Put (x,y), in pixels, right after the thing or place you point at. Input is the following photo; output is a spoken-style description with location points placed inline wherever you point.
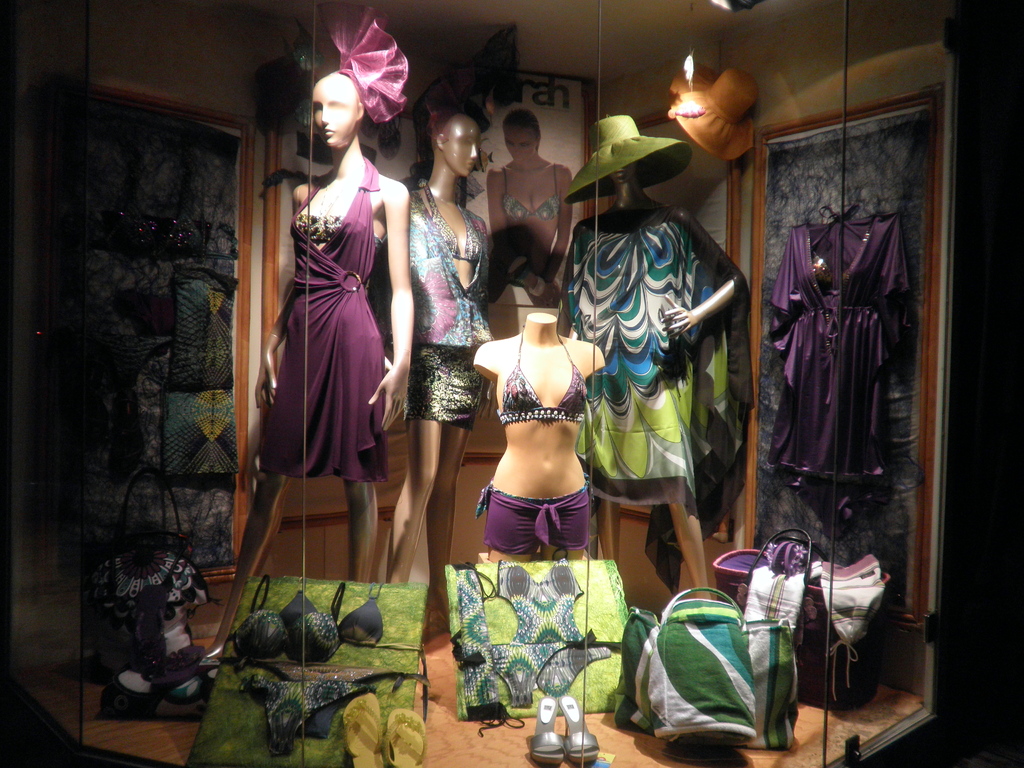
In this image I can see the glass surface (831,621) and through the glass (640,368) I can see few mannequins (509,428) wearing dresses (353,230), the wall (203,53), few frames (565,251) attached to the wall (185,84), few clothes (562,578), few bags (773,667), the ceiling (751,10) and a light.
